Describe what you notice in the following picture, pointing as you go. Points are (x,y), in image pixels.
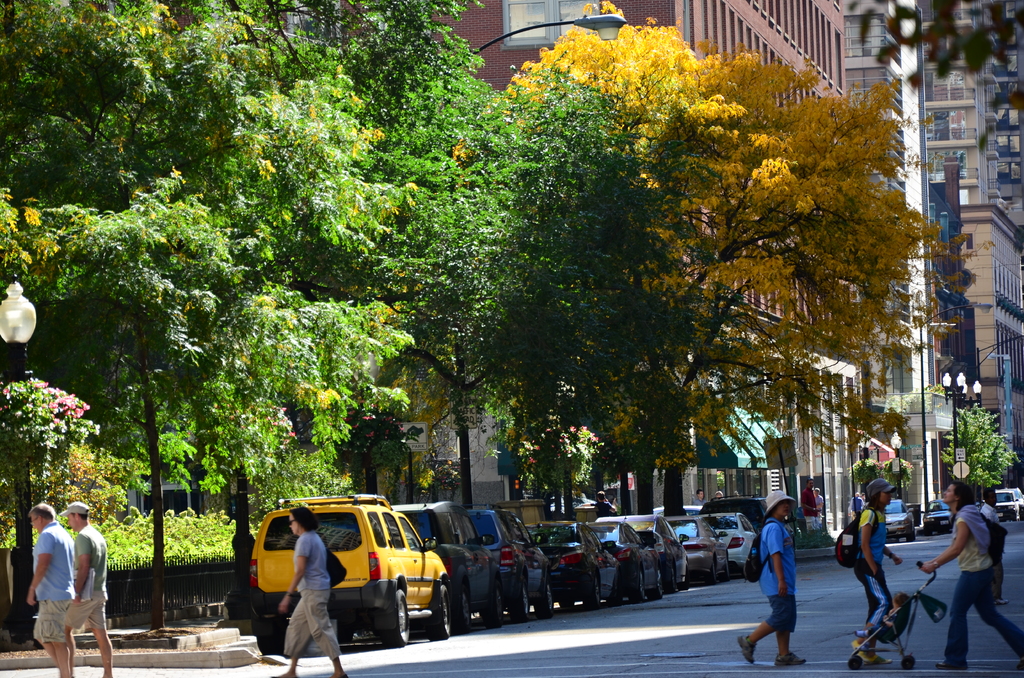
In this image on the right (966,613), there are three people (876,574), they are walking. On the left (298,626) there are two men (44,587), they are walking and there is a woman (302,611), she wears a t shirt (302,542), trouser (312,625), she is walking. In the middle (630,302) there are trees (730,341), cars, people (808,481), sign boards (788,459), street lights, buildings (763,49), poles (467,457). At the bottom (609,629) there is a road (646,653).
